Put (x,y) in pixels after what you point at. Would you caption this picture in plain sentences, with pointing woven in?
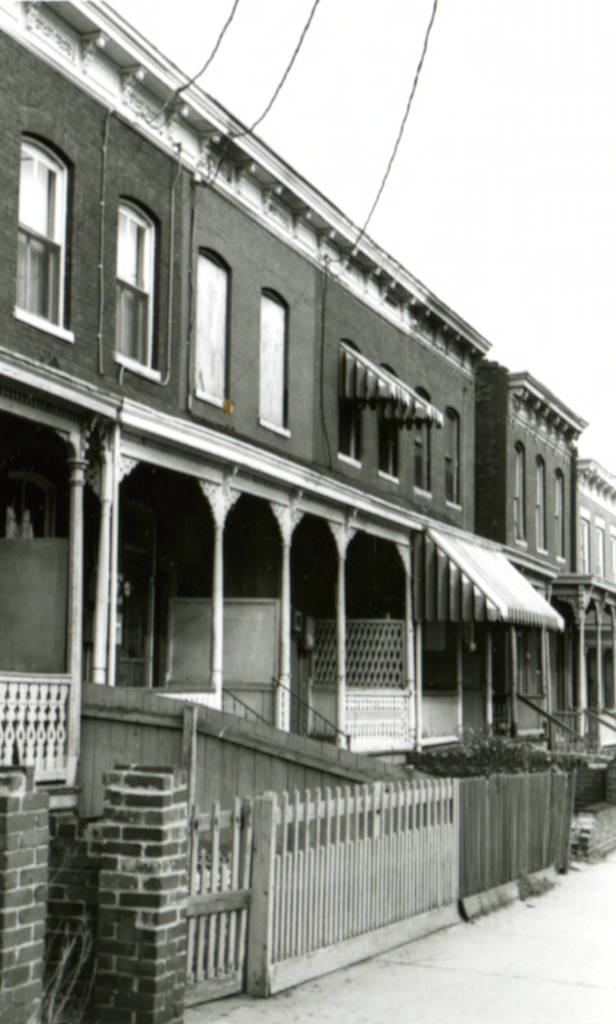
In this image there is a building (341,504), there are wires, there is sky (400,102), there is a wall (73,899) to the left of the image (86,900), there is road (507,957), there are plants (507,746), there is gate (220,899), there are windows (147,295).
